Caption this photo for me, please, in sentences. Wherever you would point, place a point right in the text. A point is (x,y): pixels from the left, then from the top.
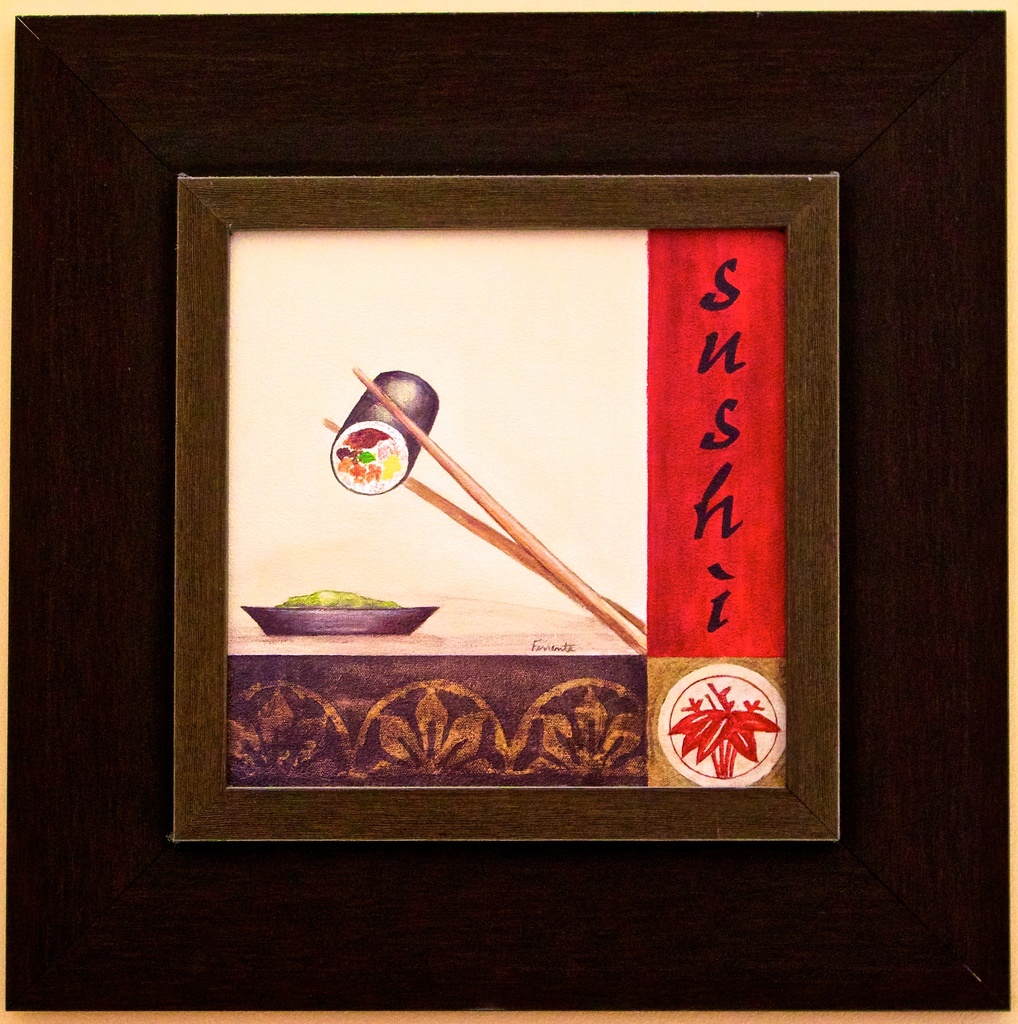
This is a frame (202,604). In the middle (433,454) there is a painting (456,430) on which chopsticks (470,479), food (313,604), plate (318,621) are there.
